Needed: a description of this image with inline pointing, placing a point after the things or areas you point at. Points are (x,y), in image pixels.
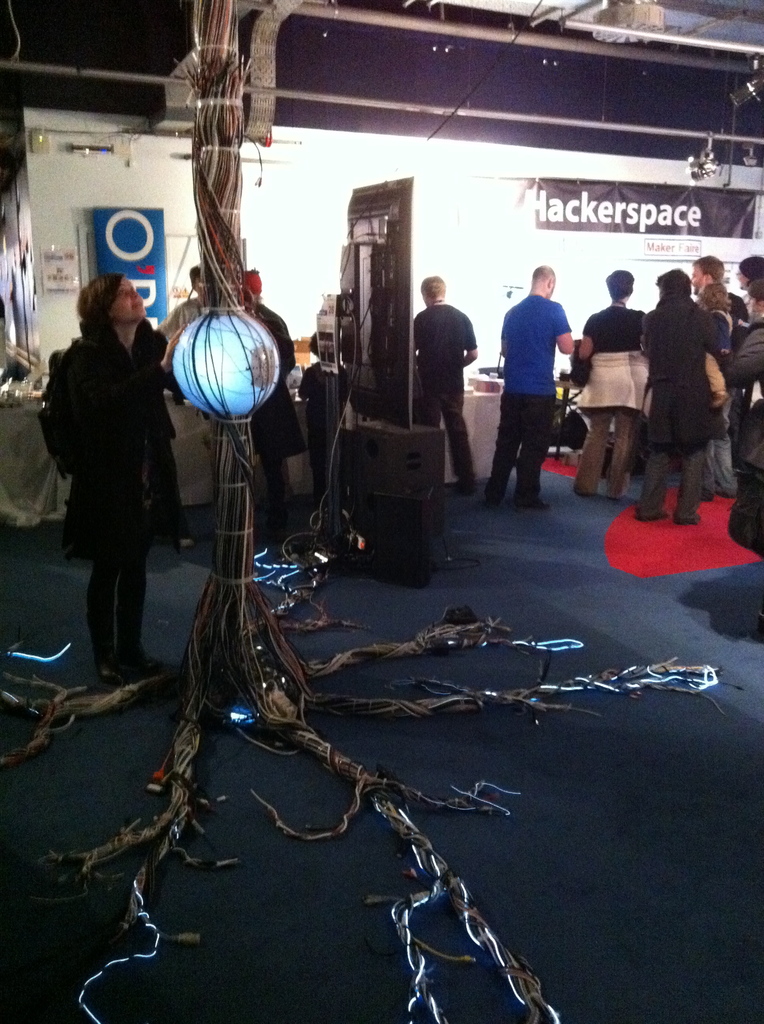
In this image there are group of persons (620,361) standing towards the right of the image (601,348), there is a woman (119,444) standing towards the left of the image (97,507), there is a floor mat (345,733) towards the bottom of the image (586,750), there is an object (227,126) on the floor mat (232,767), there is an object (381,268) that looks like a television (344,281), there is a wall (419,285), there are objects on the wall (324,222), there are boards (154,251), there is text (589,209) on the boards (566,226), there are objects (652,21) towards the top of the image (572,42).
